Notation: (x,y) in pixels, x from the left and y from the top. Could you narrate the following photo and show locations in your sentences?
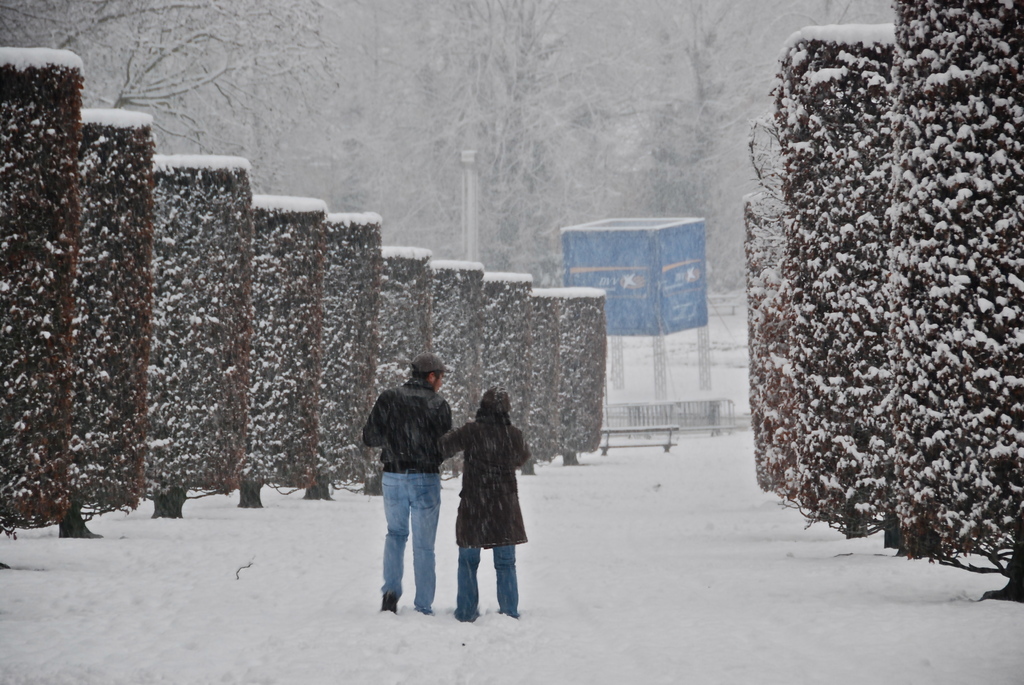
In the middle of this image (407,441) two persons (417,487) are standing facing towards the back side (420,455). In this image I can see the snow (576,587) falling. On the right (877,225) and left side of the image (204,293) there are many trees (916,298) covered with the snow (396,368). In the background (660,125) there are many trees (549,121) and also I can see a bench (624,431), railing (683,410) and few poles (703,328).
